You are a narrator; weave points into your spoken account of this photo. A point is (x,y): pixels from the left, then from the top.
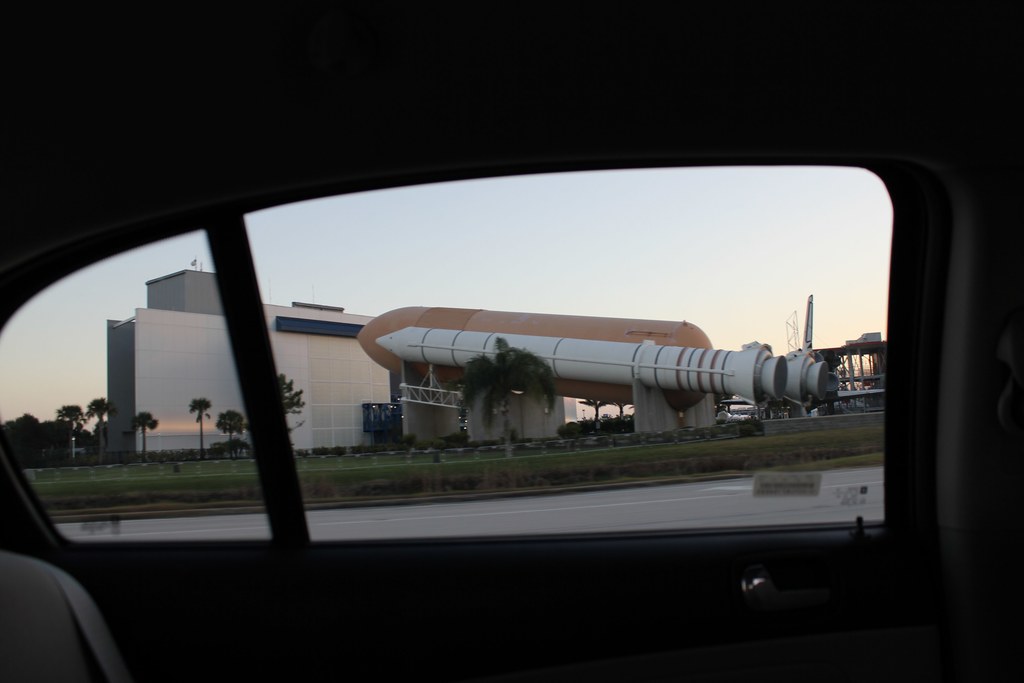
In this image we can see a vehicle (364,548). Behind the vehicle (296,545), there are some buildings (318,391), trees (97,447), a model of space rocket (487,334) and some other objects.
